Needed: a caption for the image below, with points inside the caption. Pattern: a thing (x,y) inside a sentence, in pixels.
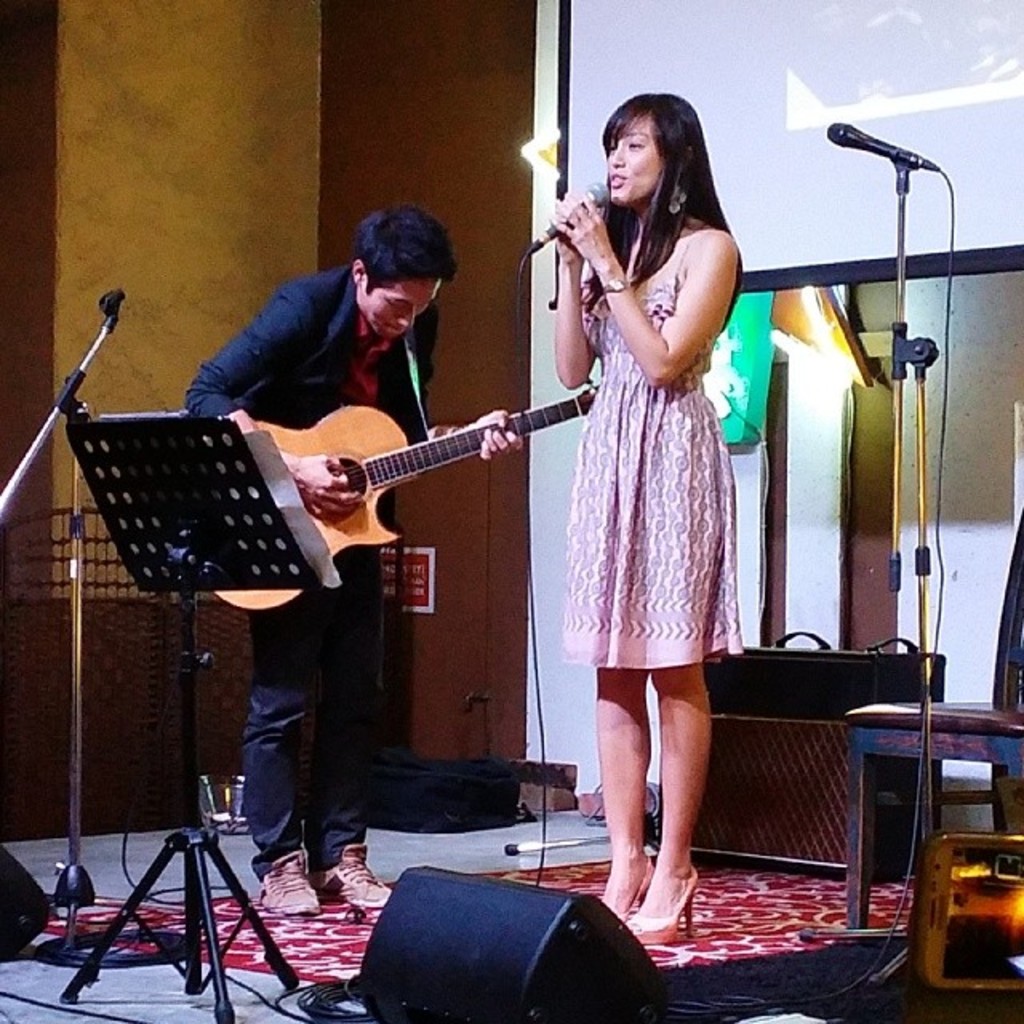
there are 2 people (643,438) in this image. the person (411,414) at the left (277,400) is playing guitar (374,462) and the person (581,216) at right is holding microphone (592,192). behind them there is a projector display (737,60).
